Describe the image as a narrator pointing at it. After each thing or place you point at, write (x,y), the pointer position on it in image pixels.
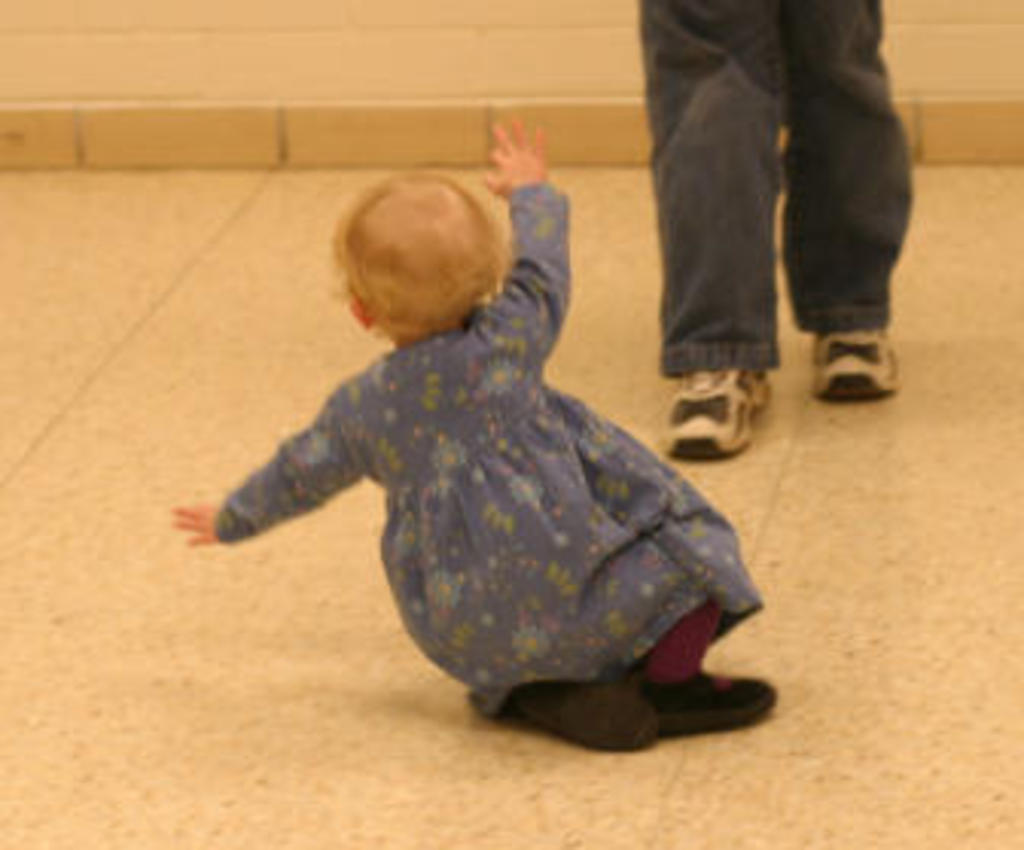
In this image I can see a baby (640,654), floor (989,538) and legs (676,175) of a person (820,122).
